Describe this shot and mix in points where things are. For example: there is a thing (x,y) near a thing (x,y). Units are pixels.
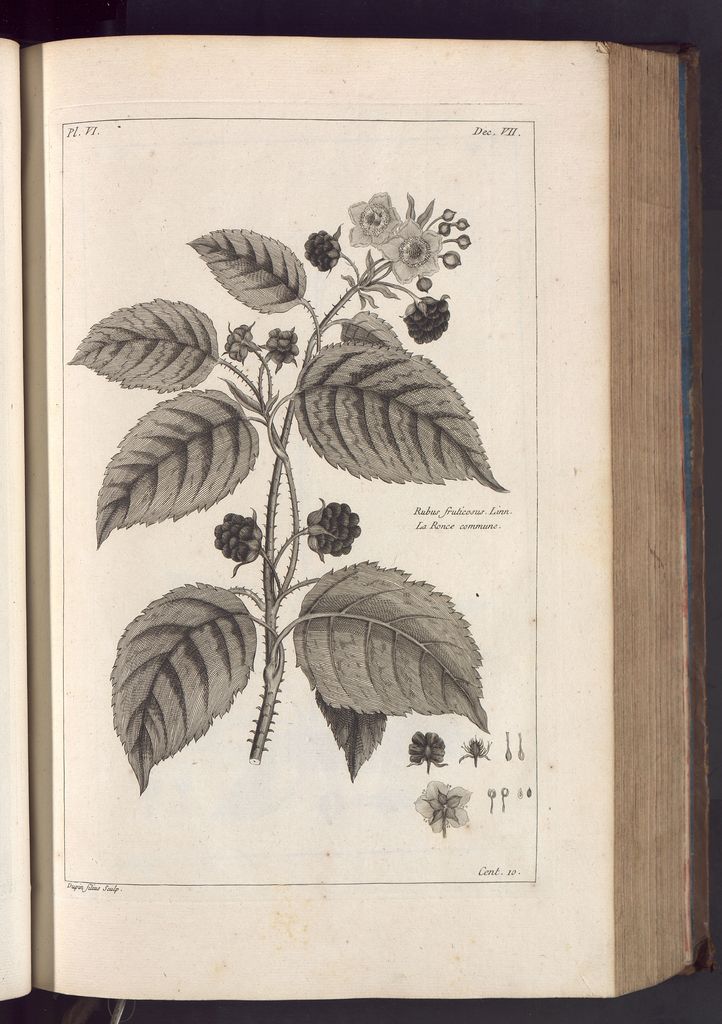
In this picture we can see an open book (517,477). We can see a few leaves (238,658), flowers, stems (264,353), some text (502,529) and a few things (234,339) on this open book (145,945).
